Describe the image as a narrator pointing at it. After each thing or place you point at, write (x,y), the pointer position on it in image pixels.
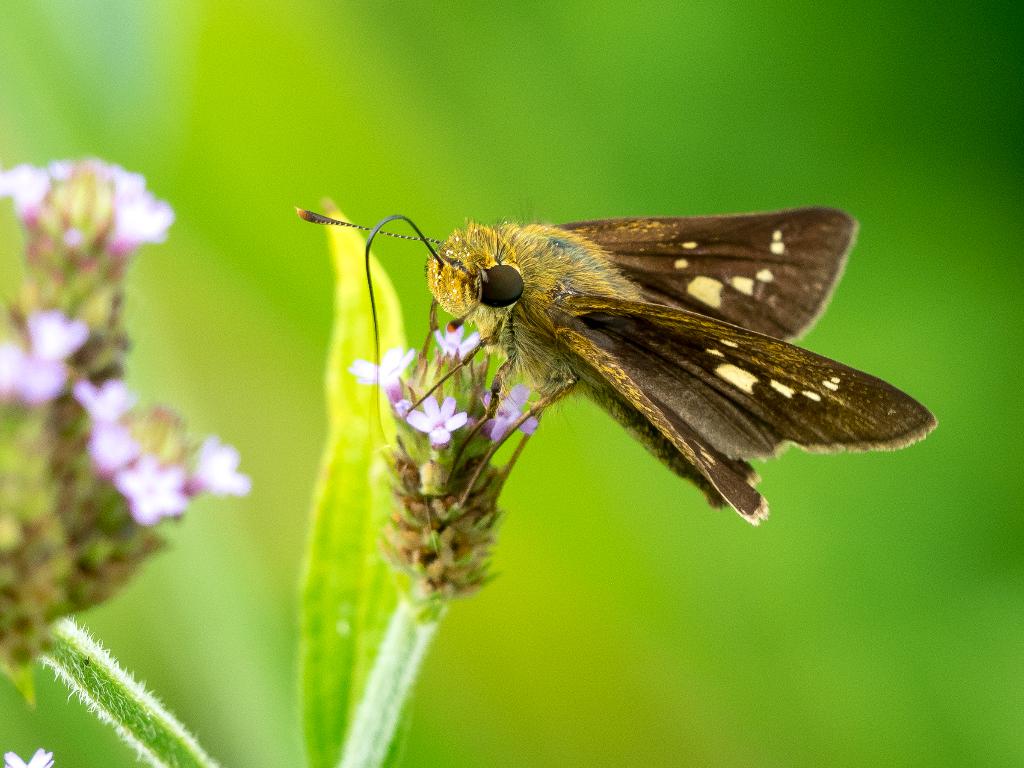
In the image we can see a butterfly (511,371) sitting on a tiny flower (438,372). Here we can see the leaf (355,602) and stem (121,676) of the flower (423,415) and the background (487,144) is greenish blurred.
